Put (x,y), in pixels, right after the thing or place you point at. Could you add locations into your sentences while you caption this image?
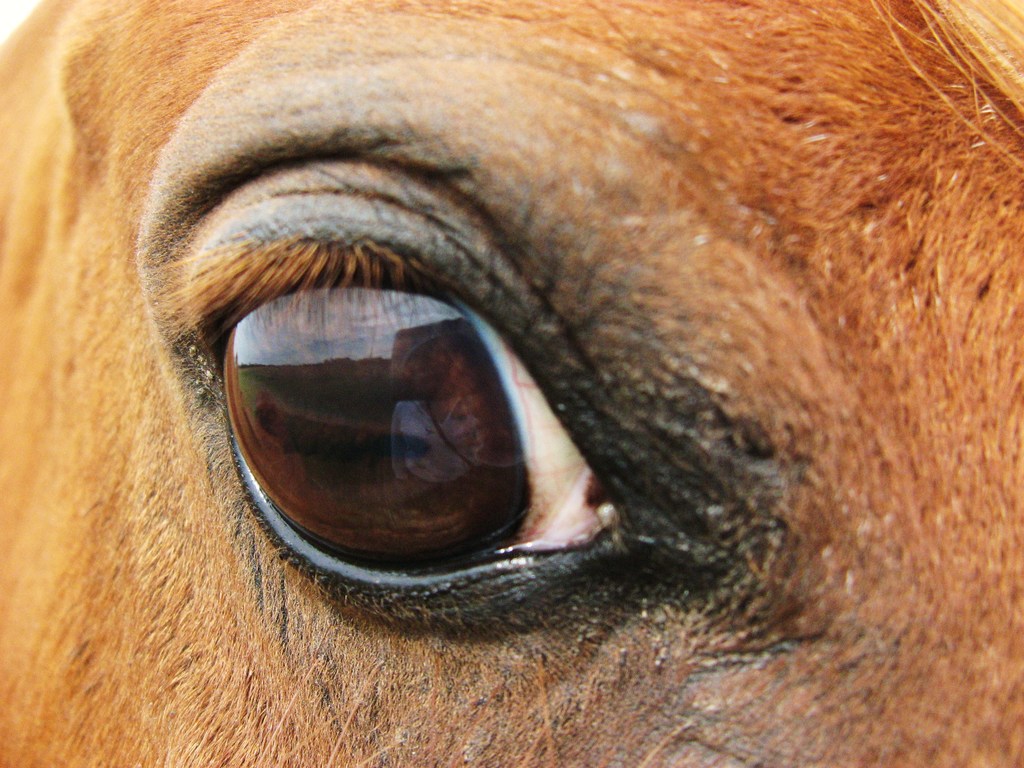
This picture contains an animal (386,99) which is brown in color and it looks like a horse (662,312). In the middle of the picture (379,491), we see the eye (414,403) of that animal (510,483) in which a person (402,446) and trees (364,372) can be seen.
